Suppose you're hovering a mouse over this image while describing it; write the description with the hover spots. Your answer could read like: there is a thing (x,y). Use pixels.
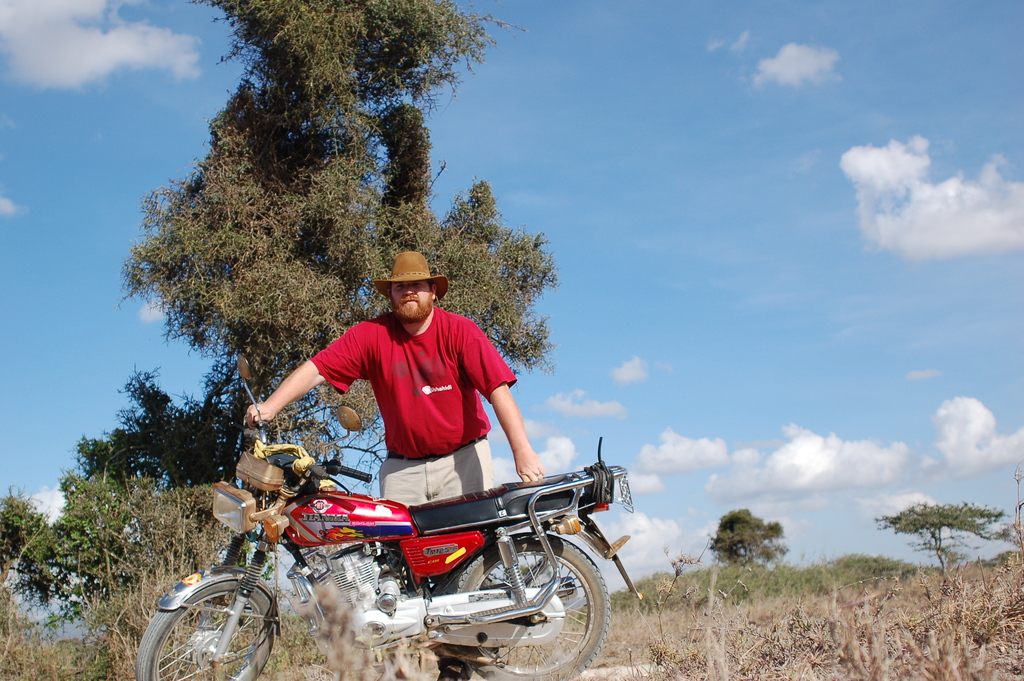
In this image we can see a person (408,314) wearing a hat (421,279). And we can see the motorbike (376,547). And we can see the dried grass (819,633). And we can see the plants (788,584) and trees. And we can see the clouds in the sky (753,162).
